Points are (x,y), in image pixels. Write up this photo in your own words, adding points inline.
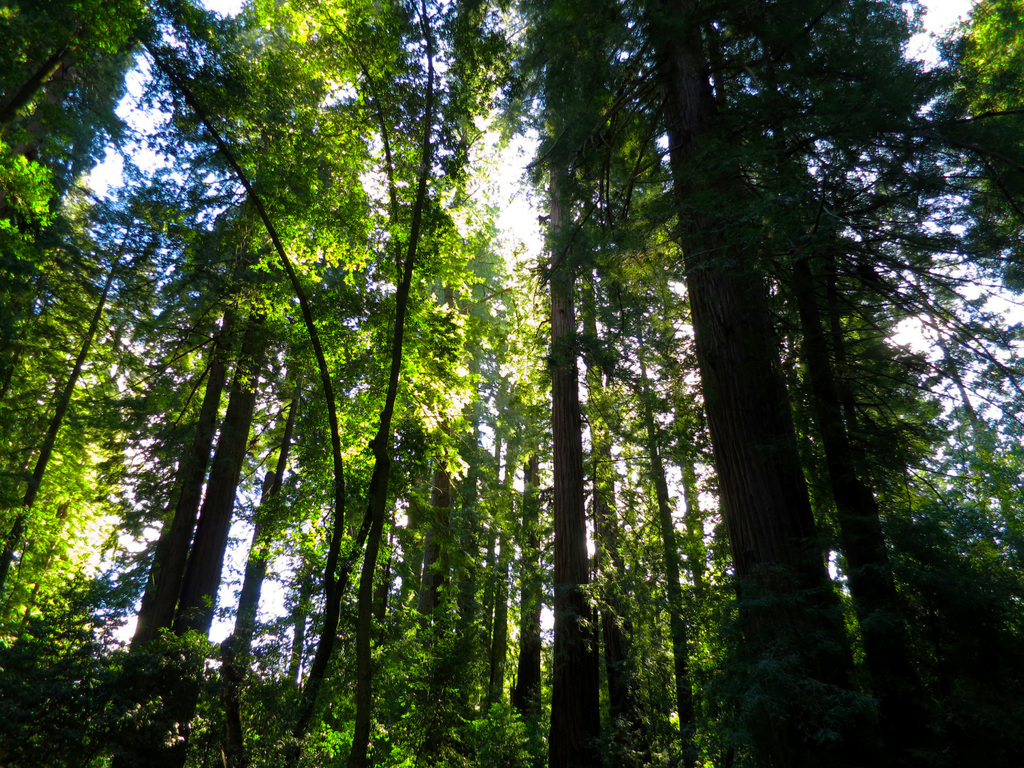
In this image I can see trees (529,610) in green color and the sky (515,192) is in white color.
